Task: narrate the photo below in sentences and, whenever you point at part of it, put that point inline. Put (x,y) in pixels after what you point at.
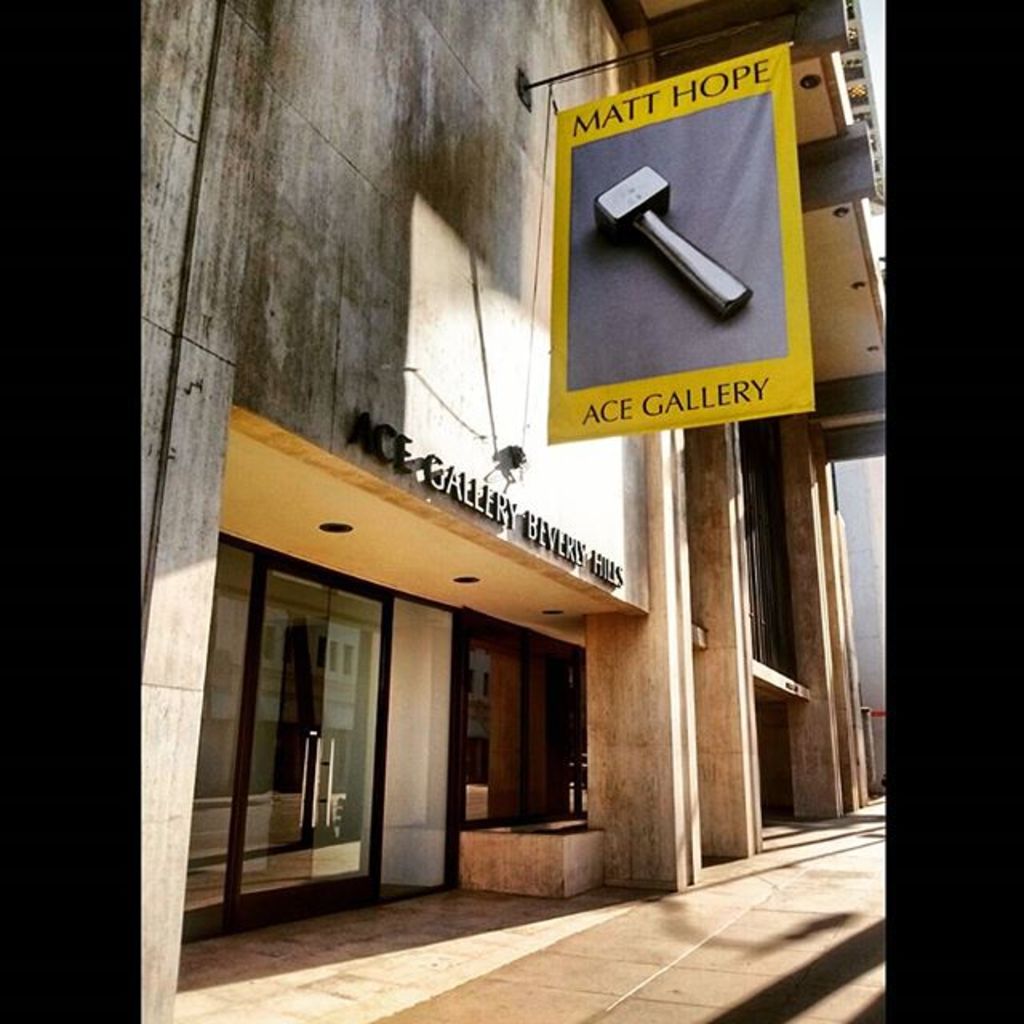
In this picture we can see a building (366,305) with door (334,732) and door handle (329,768) and for this building (442,153) banner (675,150) is attached with a pole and in the background (874,521) we can see wall (869,509), pillars (814,482), pipes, foot path (532,938).
